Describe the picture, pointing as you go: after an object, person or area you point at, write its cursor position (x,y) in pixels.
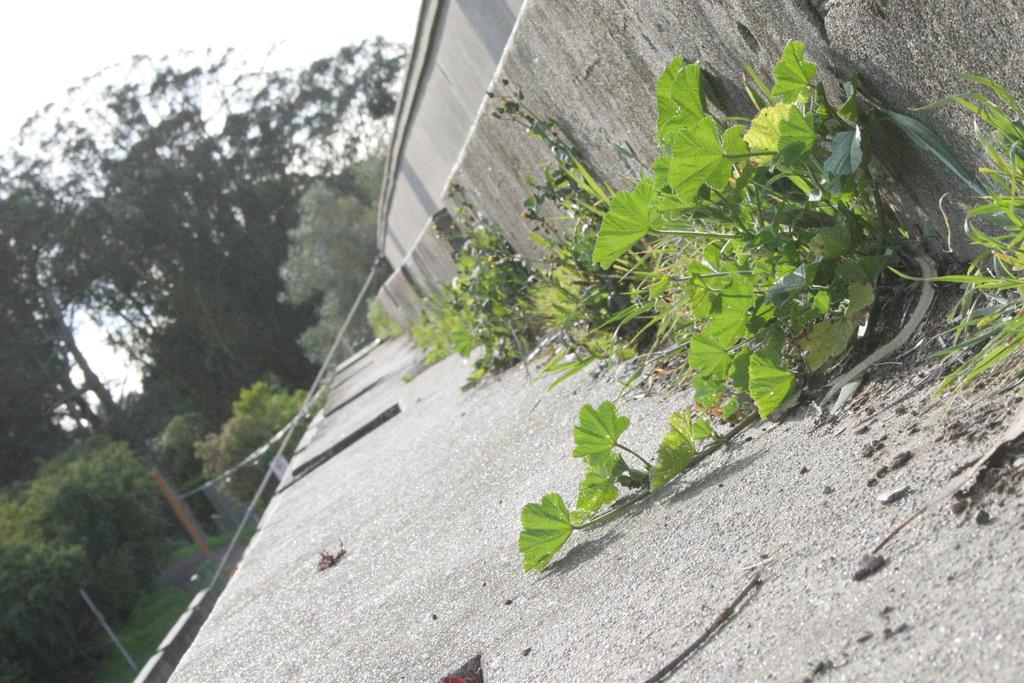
In the foreground of the picture (780,123) there are plants (614,298) and cement construction (455,412) maybe staircase (366,453). In the background (190,374) there are trees (320,235), hand railing (315,384) and sky (188,35).
